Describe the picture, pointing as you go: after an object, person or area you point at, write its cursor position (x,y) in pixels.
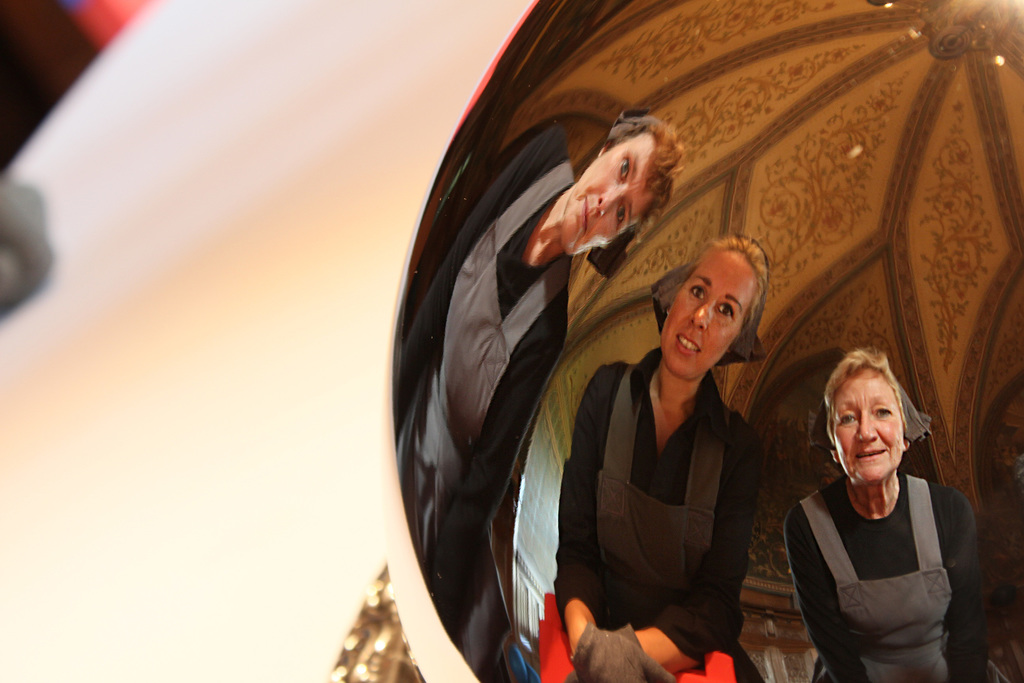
There is a ball (985,390) on which, there is a mirror image (627,156) of three women (731,253) who are smiling and slightly bending. In the background (801,287), there is a roof (937,190). And this ball (430,274) is on the white color table (286,344).
